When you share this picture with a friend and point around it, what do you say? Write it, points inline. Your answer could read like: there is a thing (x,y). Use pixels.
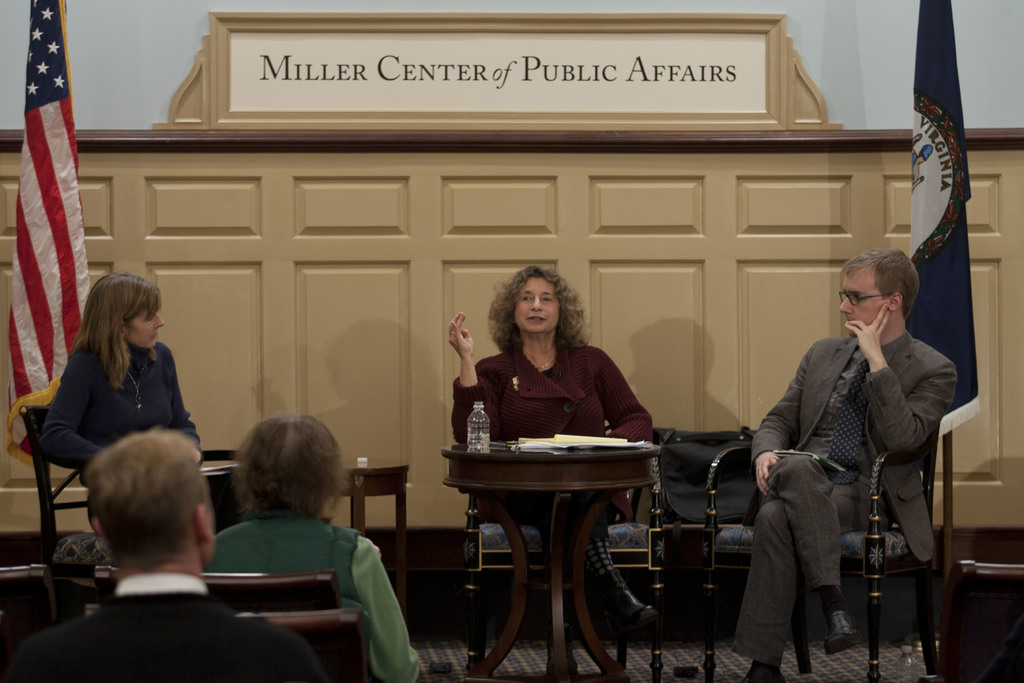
Here we can see five persons (367,591) are sitting on the chairs (995,642). These are the tables (530,486). On the table (569,461) there is a bottle (482,447), and a book (570,444). These are the flags (917,47). This is floor (452,654) and there is a carpet (848,667). On the background (179,87) there is a wall (177,61) and this is board (641,60).
